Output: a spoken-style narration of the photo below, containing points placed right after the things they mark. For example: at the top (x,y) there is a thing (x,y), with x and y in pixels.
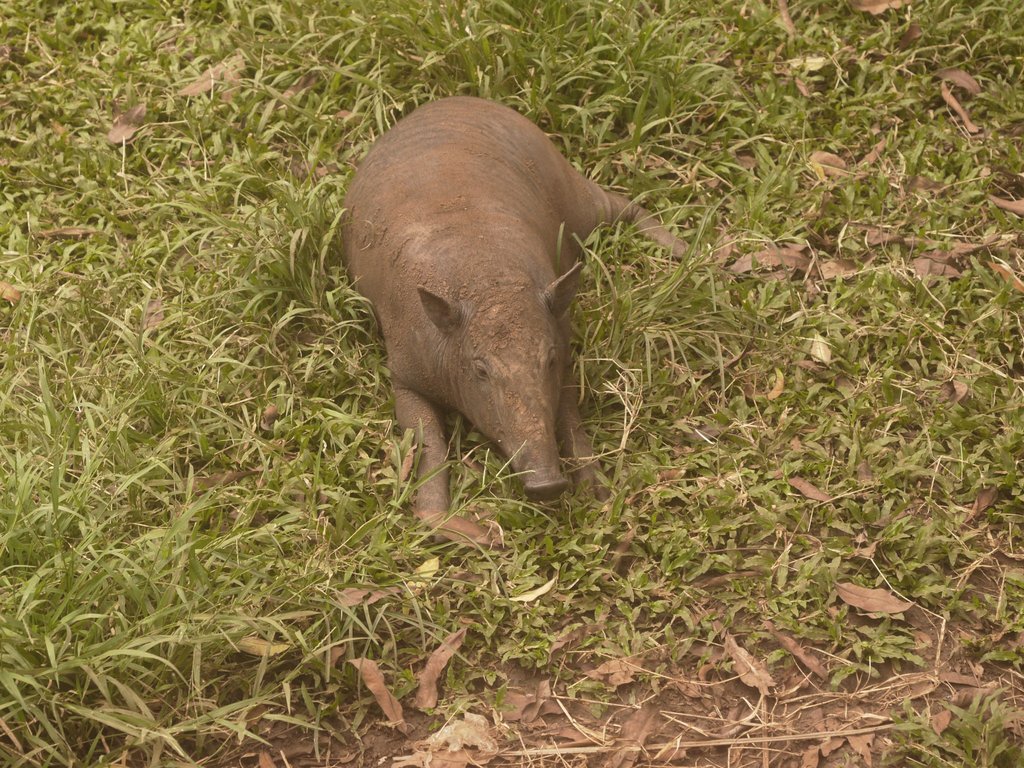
In this picture there is a pig (531,244), sitting on the grass (374,542). At the bottom (808,650) we can see the leaves (428,687).
